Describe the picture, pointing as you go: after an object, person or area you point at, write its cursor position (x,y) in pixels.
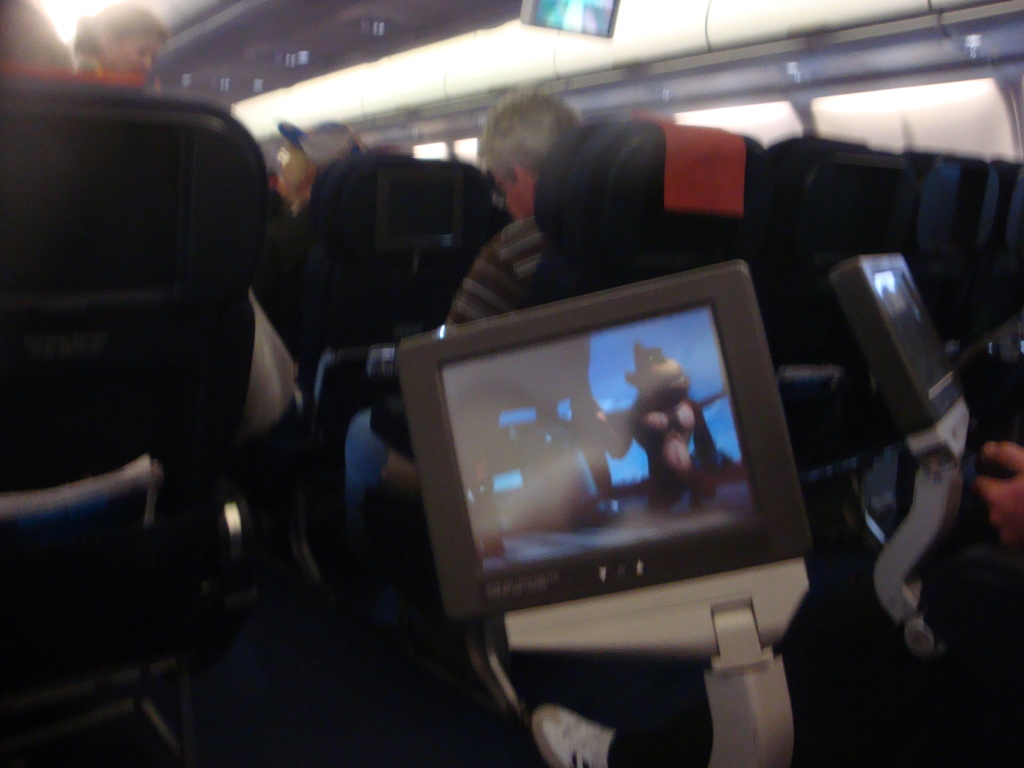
In this picture we can see television screen (658,407). Here we can see an old man (546,120) who is wearing spectacle (493,203), t-shirt (504,243) and jeans (367,499), sitting on the chair (603,262). On the top left corner (151,21) we can see a woman (153,46) who is standing beside the seats (860,235). Here we can see a man (286,159) who is looking to her. On the top right corner (939,114) there is a window (948,128).
